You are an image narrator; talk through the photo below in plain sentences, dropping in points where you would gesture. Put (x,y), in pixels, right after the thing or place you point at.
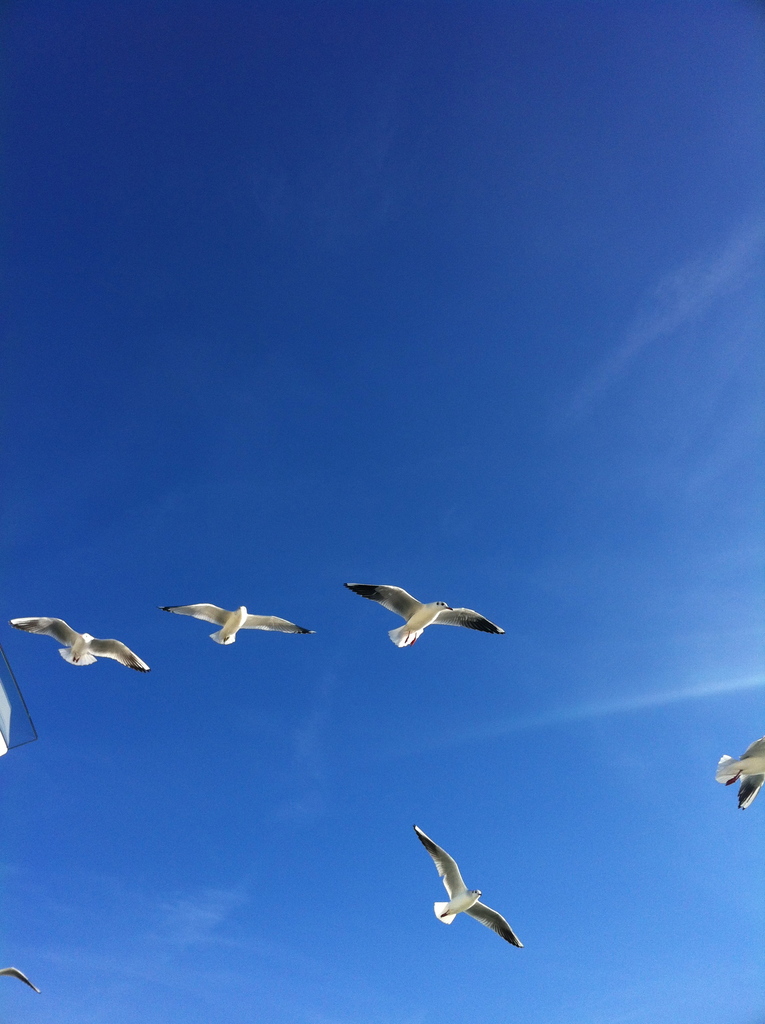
In this image we can see some birds (721,768) flying in the sky (57,713), there is one object (19,698) on the left side of the image (13,686) and in the background (483,140) there is the blue sky (351,939).
